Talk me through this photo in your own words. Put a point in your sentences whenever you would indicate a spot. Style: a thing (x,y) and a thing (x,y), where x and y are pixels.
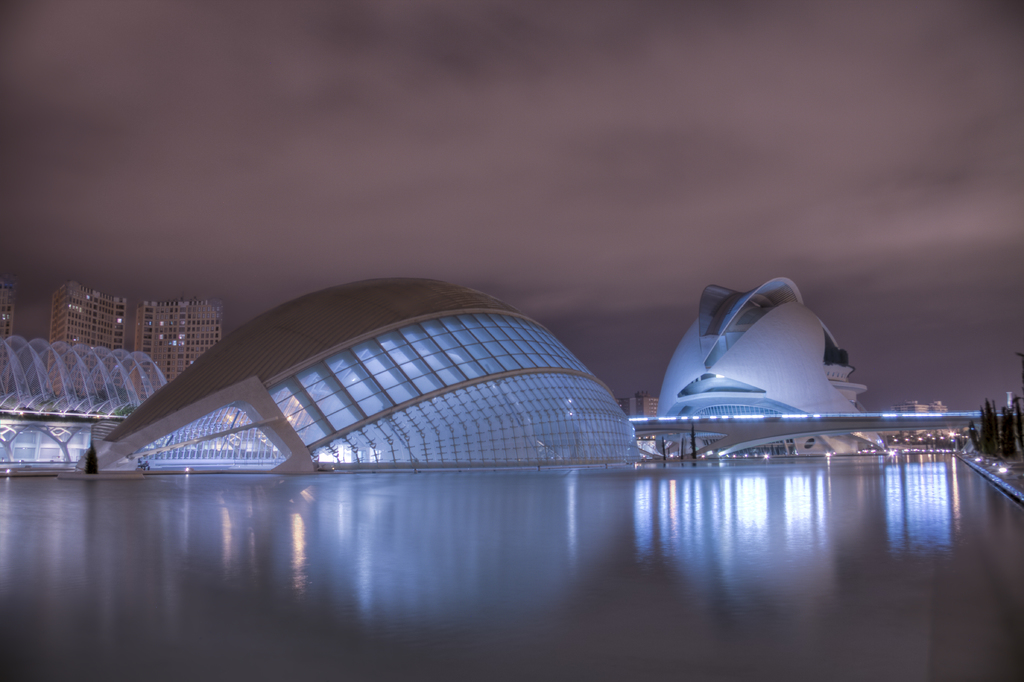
In this picture we can see buildings (25,341), trees (1009,443), bridge (762,419), water (718,484), lights (677,419) and in the background (488,205) we can see the sky (519,40) with clouds (684,199).
